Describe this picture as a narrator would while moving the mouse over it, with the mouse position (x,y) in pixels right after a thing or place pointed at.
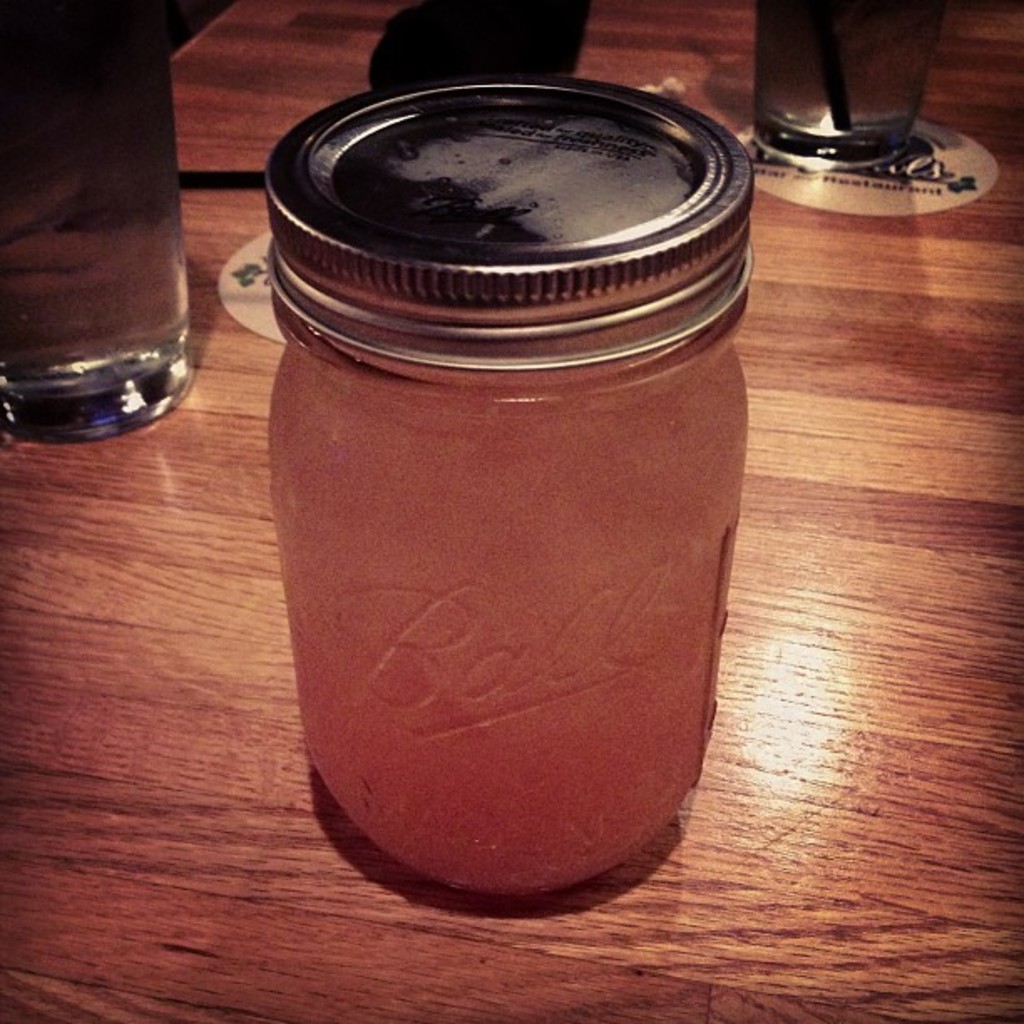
In the image there is a wooden surface (627,1023). In the middle of the surface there is a glass bottle (436,472) with lid (488,251). Behind the bottle (603,185) there are glasses (64,238).
